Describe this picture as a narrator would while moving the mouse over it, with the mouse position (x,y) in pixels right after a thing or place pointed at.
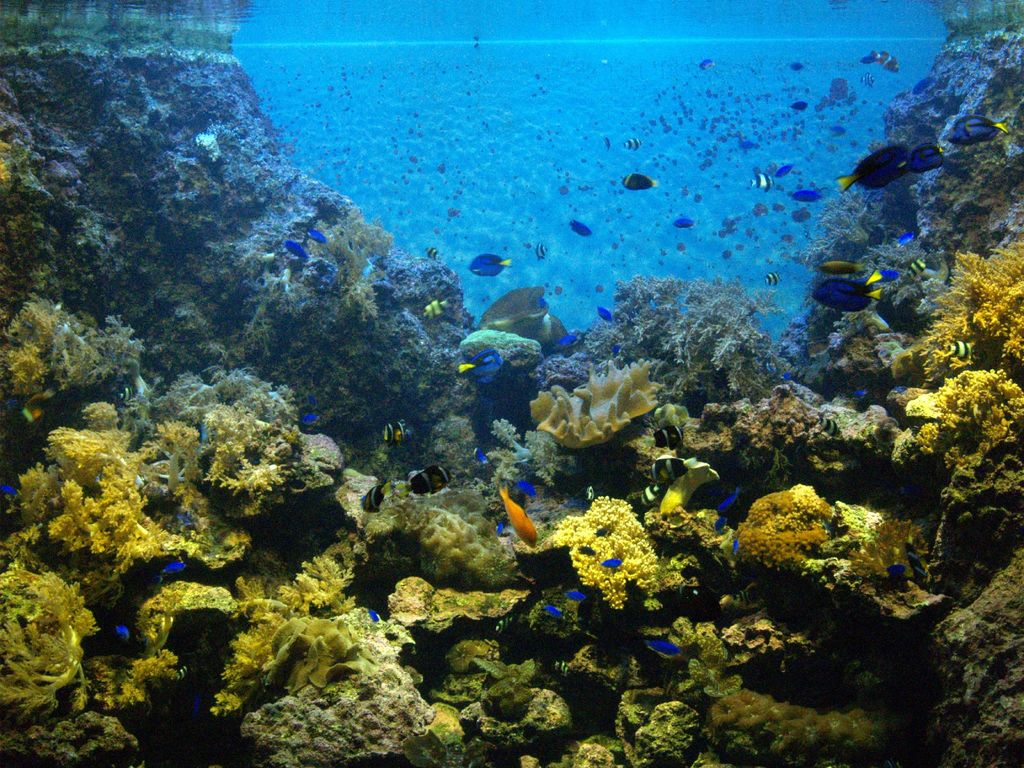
In this image there are few fish (633,144) in the water (596,155). Bottom of the image (428,553) there are few plants (29,492) on the rocks (423,708).
